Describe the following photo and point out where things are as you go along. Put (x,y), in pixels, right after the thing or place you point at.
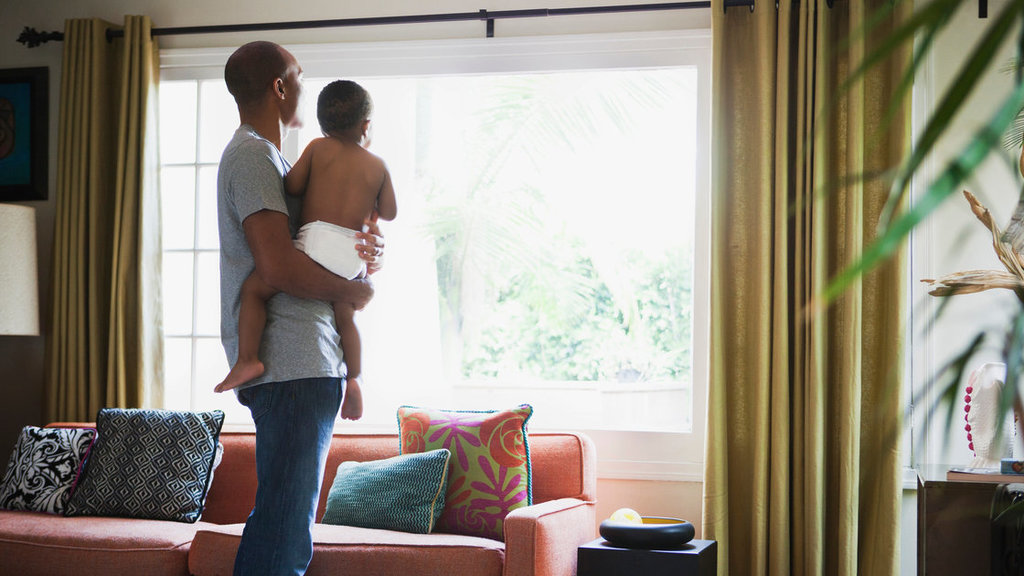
As we can see in the image, there is a man (279,301) carrying a child (327,217). In front of him there is a window (653,131), curtains (95,99), a sofa (360,487) and on sofa (236,516) there are some pillows (150,494).
